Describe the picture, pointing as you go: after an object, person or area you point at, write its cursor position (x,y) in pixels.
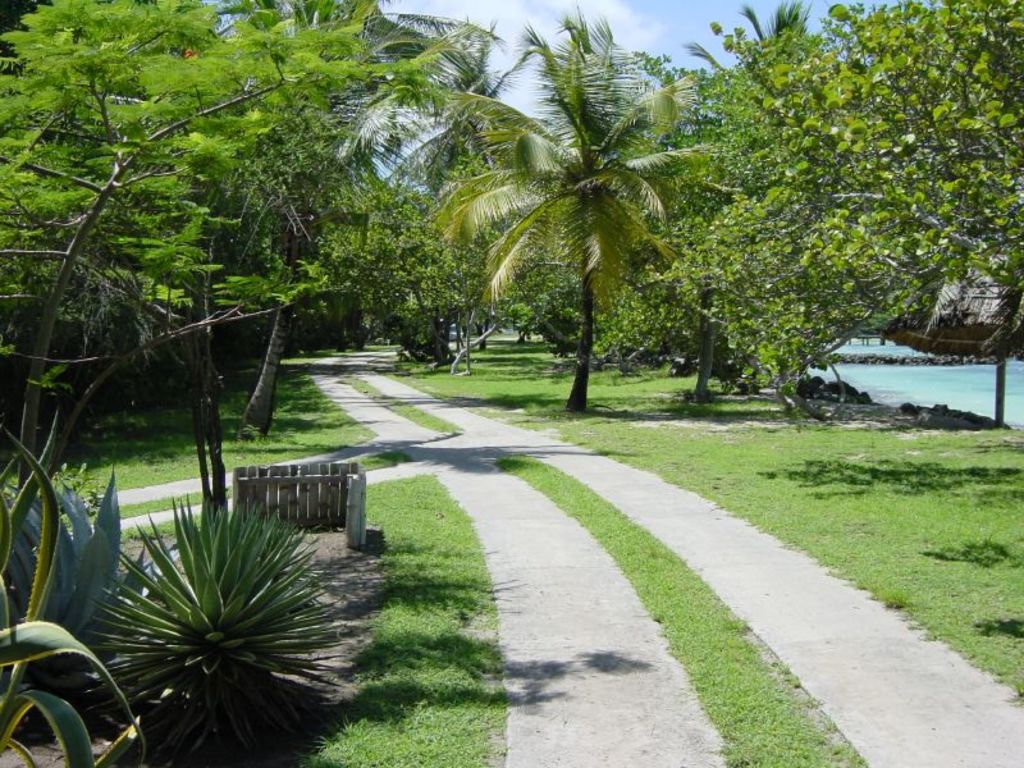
In this image we can see some trees (541,263) and plants (252,545) and there is a path (507,661) in between the trees (59,65). On the right side of the image (941,382) we can see the water (917,399) and at the top (672,53) we can see the sky (399,5).
